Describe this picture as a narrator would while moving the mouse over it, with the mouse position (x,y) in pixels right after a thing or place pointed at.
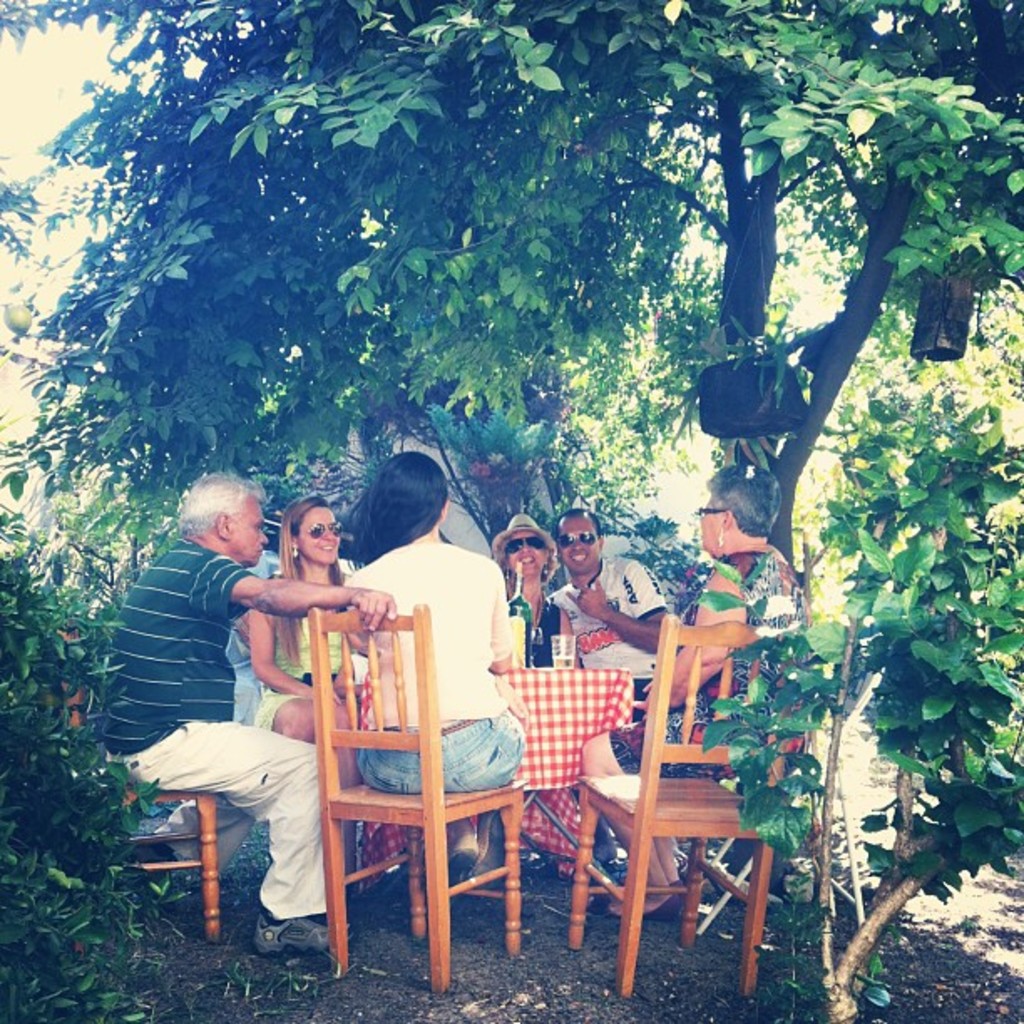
here we can see group of people (473,635) having a party in the garden (58,570) under the tree (633,369).
